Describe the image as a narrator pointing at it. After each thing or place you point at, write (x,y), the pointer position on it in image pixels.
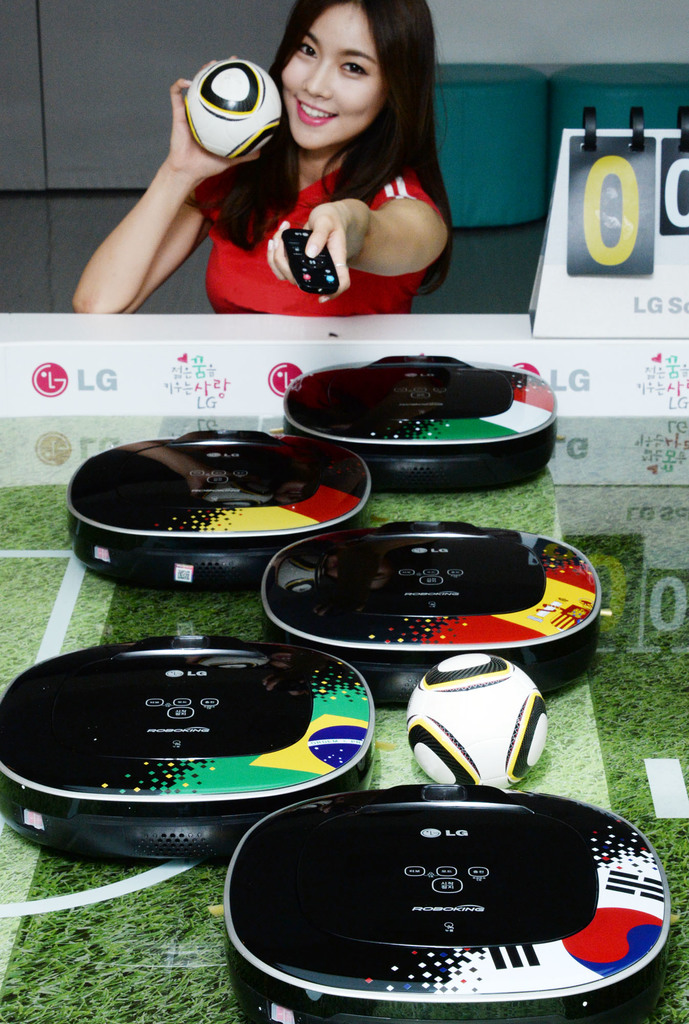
In this image in the front (248,545) there are objects (338,541) which are black in colour which is on the green colour surface (672,751). In the background (293,305) there is a woman (298,175) holding a remote (331,269) and a ball (252,128) in her hand (181,137) and smiling and there is a banner (478,348) with some text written on it and on the right side (625,228) there is a paper (617,228) with numbers (670,194) written on it.
